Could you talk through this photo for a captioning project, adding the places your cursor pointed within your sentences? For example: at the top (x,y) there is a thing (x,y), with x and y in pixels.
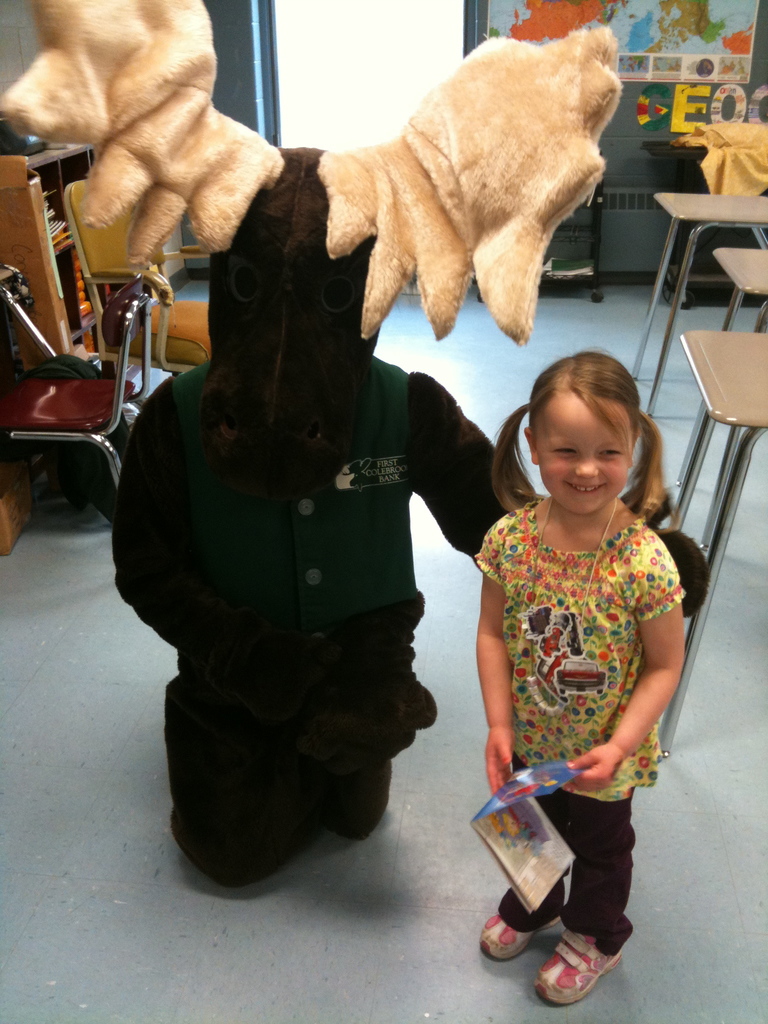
In this image there are two persons (432,480). A person (439,465) on the left side (145,421) wearing a cartoon animated dress (371,403) and at the right side (610,385) a kid (627,385) holding a book (546,836) in her hand (616,760) at the top (693,24) right of the image (678,60) there is a world map (668,56) and at the left side of the image (110,308) there is a chair (69,381).
